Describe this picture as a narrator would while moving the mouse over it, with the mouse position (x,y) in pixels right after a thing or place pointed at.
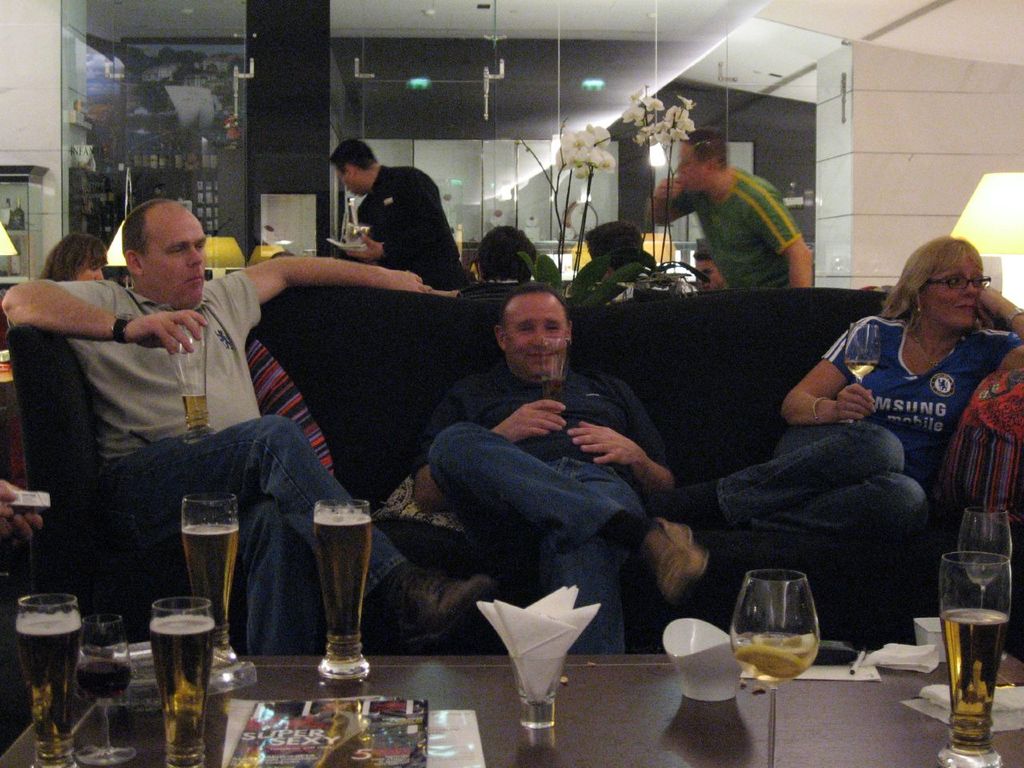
In this image we can see people (562,454) sitting on the couch (404,386) and holding beverage glasses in their hands (871,409) and a table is placed in front of them. On the table (431,686) we can see magazines (392,716), tissue holders (527,643), serving bowls (698,655), pen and beverage glasses (799,610). In the background (617,228) we can see people (513,255) sitting on the chairs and some are standing on the floor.
